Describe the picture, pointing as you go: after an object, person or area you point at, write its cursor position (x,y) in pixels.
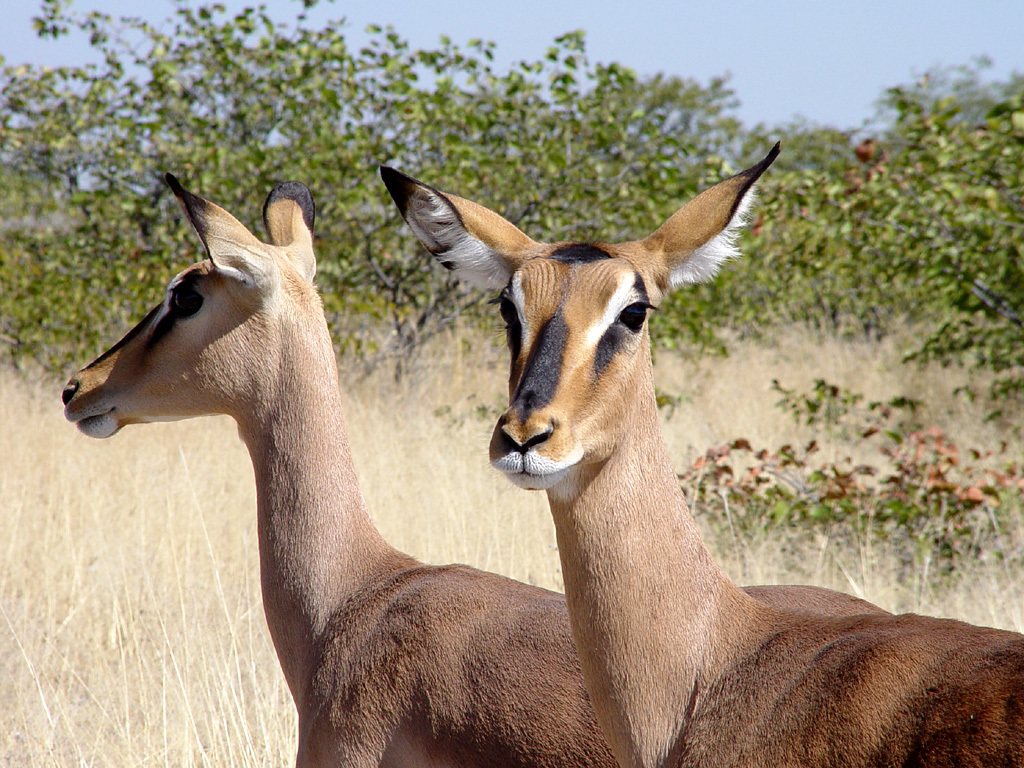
In the foreground of the image (573,389) there are two animals (328,559). In the background of the image (362,108) there are trees (353,246) and grass (492,424).
